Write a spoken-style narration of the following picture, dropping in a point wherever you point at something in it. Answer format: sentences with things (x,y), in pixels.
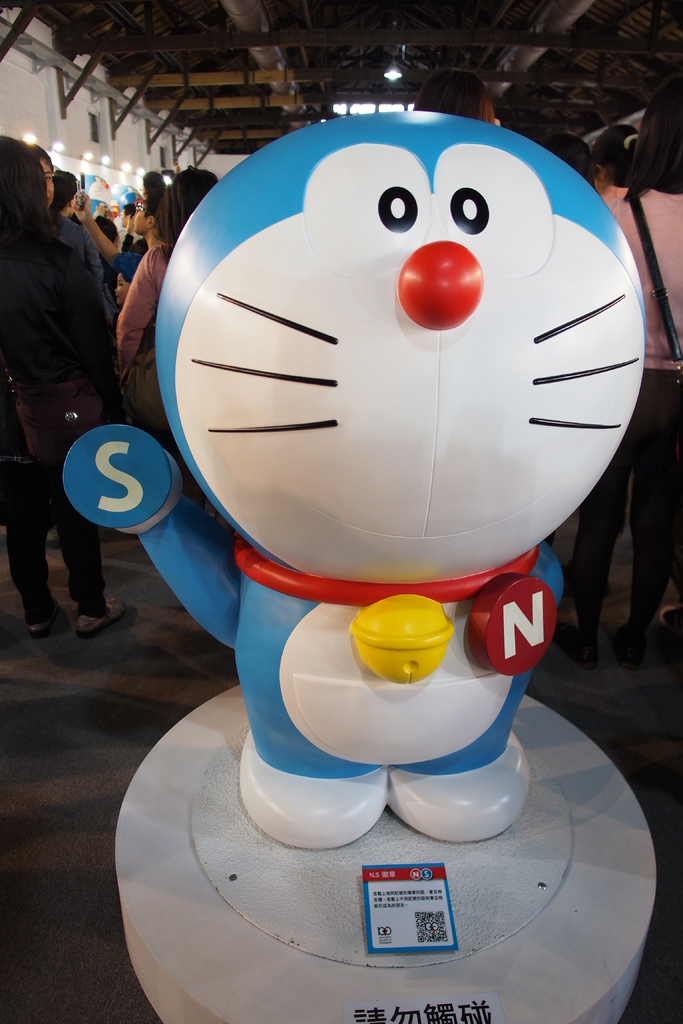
In the picture we can see a doll (476,823) on the white stand (305,857) and behind it, we can see a group of people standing in the hall (107,913) and to the ceiling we can see a light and to the wall (135,142) also we can see some lights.
